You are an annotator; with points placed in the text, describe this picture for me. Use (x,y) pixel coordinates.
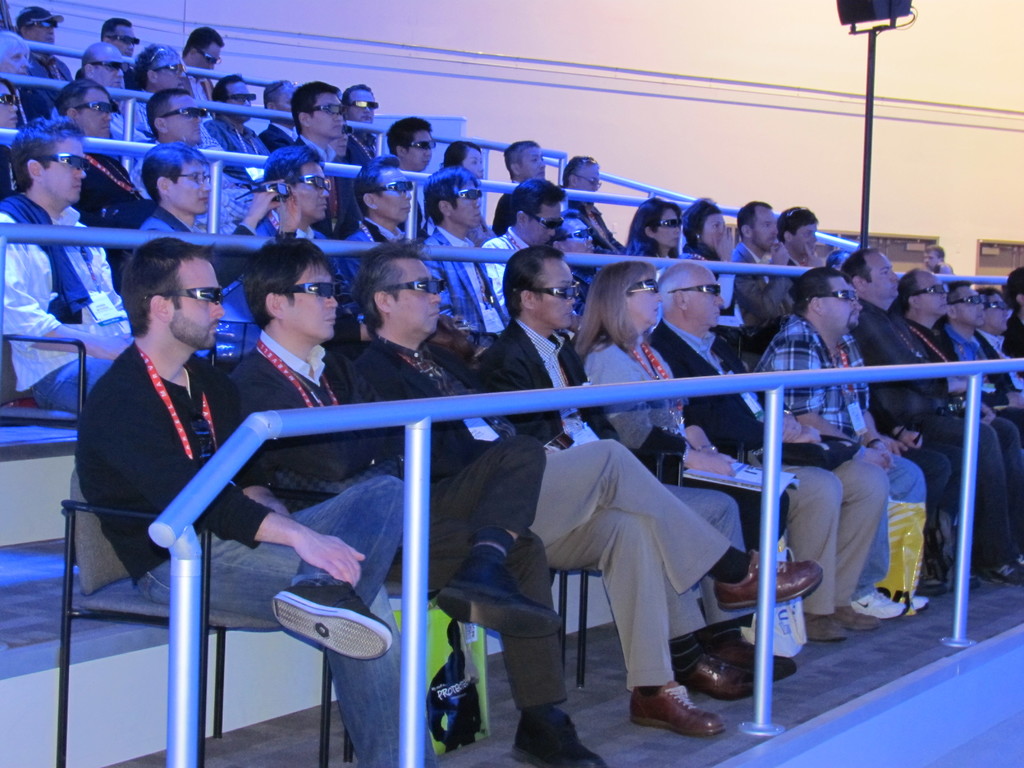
In this picture I can see number of people (287,236) in front (830,426) who are sitting on chairs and I see rods (776,379) in front of them and on the right side of this image (870,178) I see a pole (870,178) and in the background (709,120) I see the wall (619,96).
